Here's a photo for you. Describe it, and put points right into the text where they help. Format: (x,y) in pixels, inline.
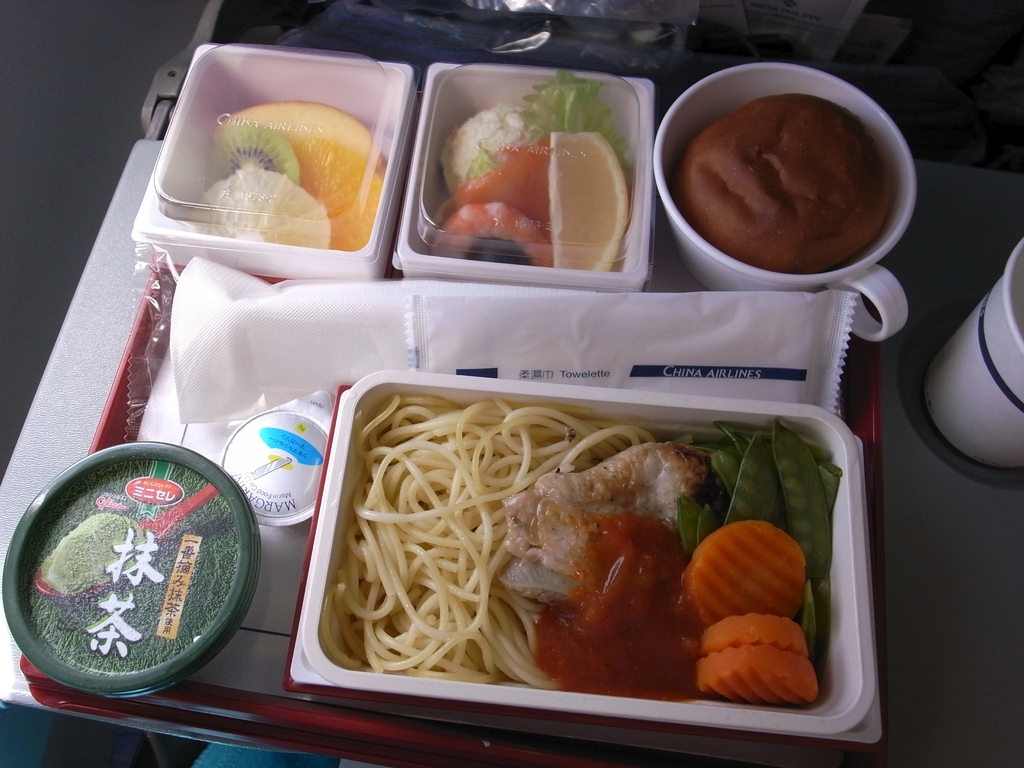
In this image, we can see containers (346,486) contains noodles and some fruits (328,148). There is a cup (861,120) in the top right of the image (858,149) contains some food (807,164). There is an object (189,572) in the bottom left of the image (188,598). There is an another cup (1006,329) on the right side of the image (1001,386).
